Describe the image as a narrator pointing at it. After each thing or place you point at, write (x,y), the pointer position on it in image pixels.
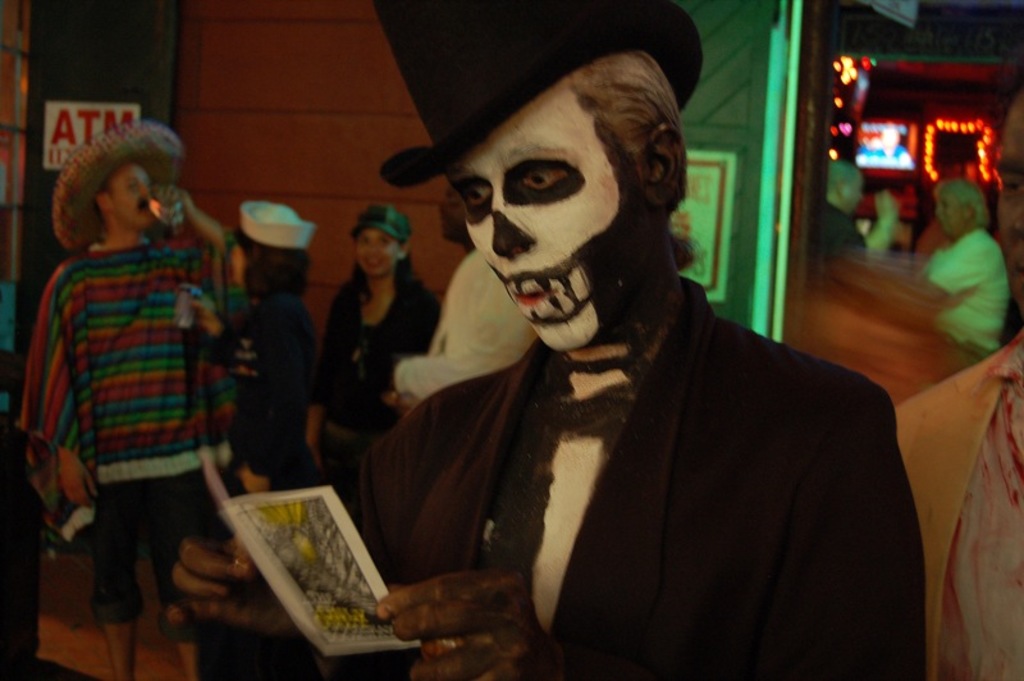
In this image we can see a man (628,376) wearing the costume (634,497) holding a card (375,573). On the backside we can see a group of people (928,423), some lights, the sign boards (696,288) with some text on them and a wall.
